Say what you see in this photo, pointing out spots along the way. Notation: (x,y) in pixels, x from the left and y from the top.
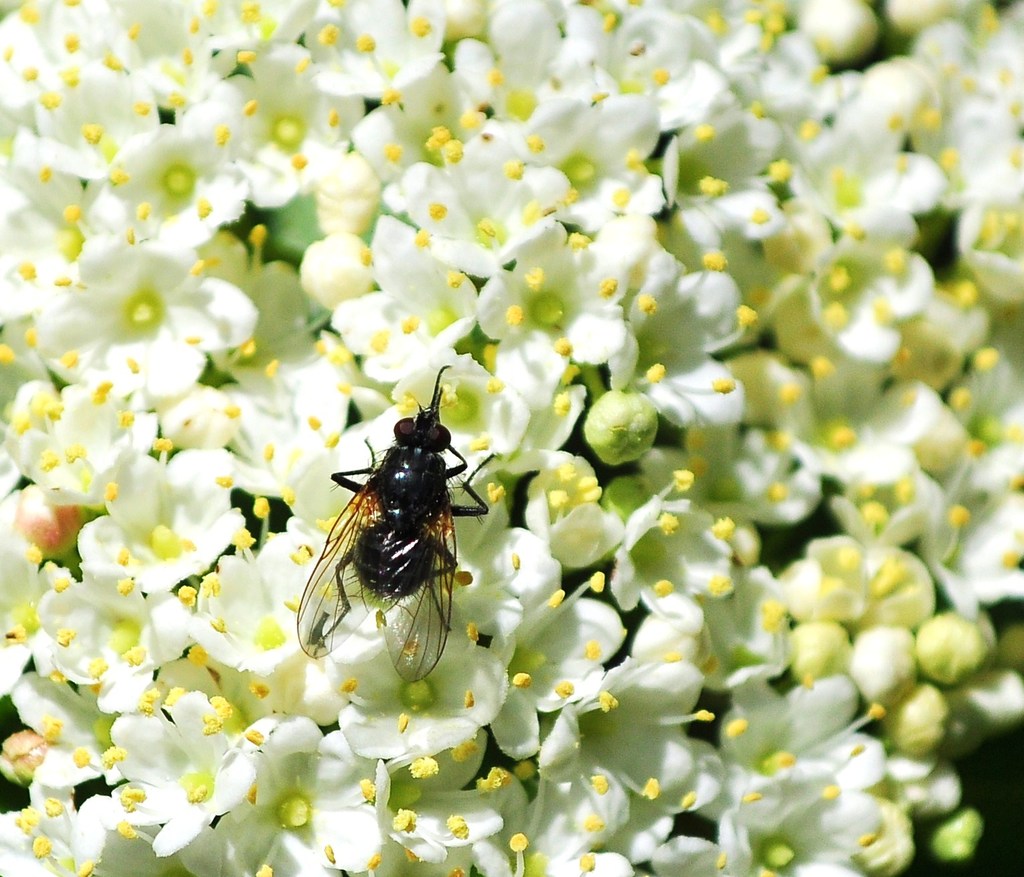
In the image in the center (556,314), we can see flowers (362,277), which are in white color. On the flowers (533,602), we can see one insect (412,545), which is in black color.
